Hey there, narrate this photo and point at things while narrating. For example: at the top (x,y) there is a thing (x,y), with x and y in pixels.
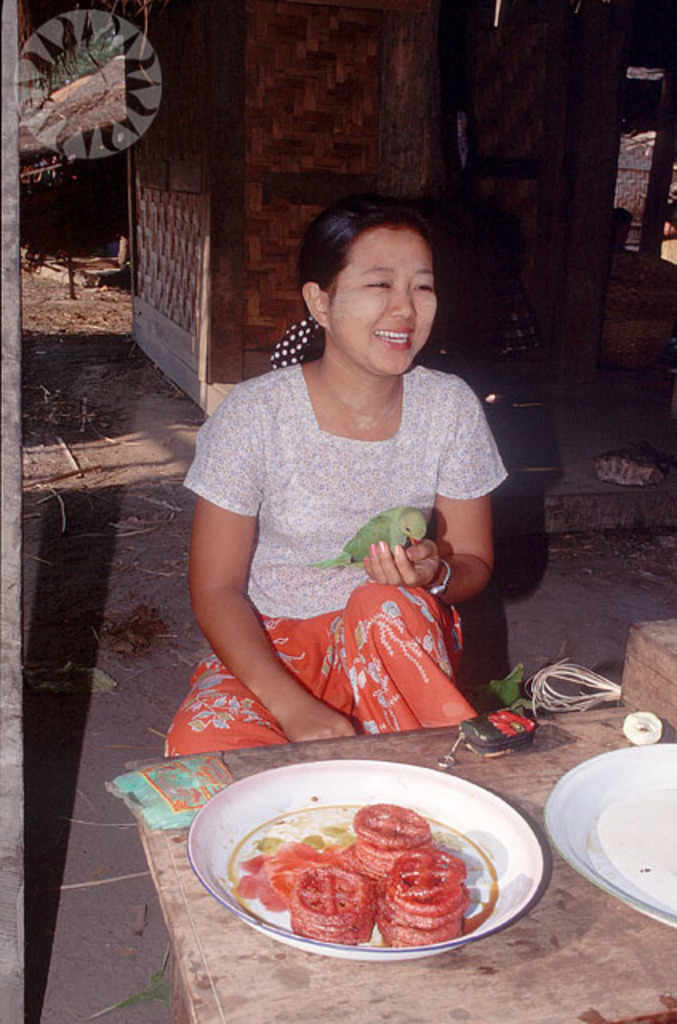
There is a lady (305,593) sitting and holding a parrot (390,534). In front of her there is a wooden platform (292,954). On that there are plates (506,843). On the plate (527,830) there are some snacks (395,905). In the back (483,246) there is a wooden wall (344,97). Also there is a watermark (97,94) in the left top corner (70,80).
